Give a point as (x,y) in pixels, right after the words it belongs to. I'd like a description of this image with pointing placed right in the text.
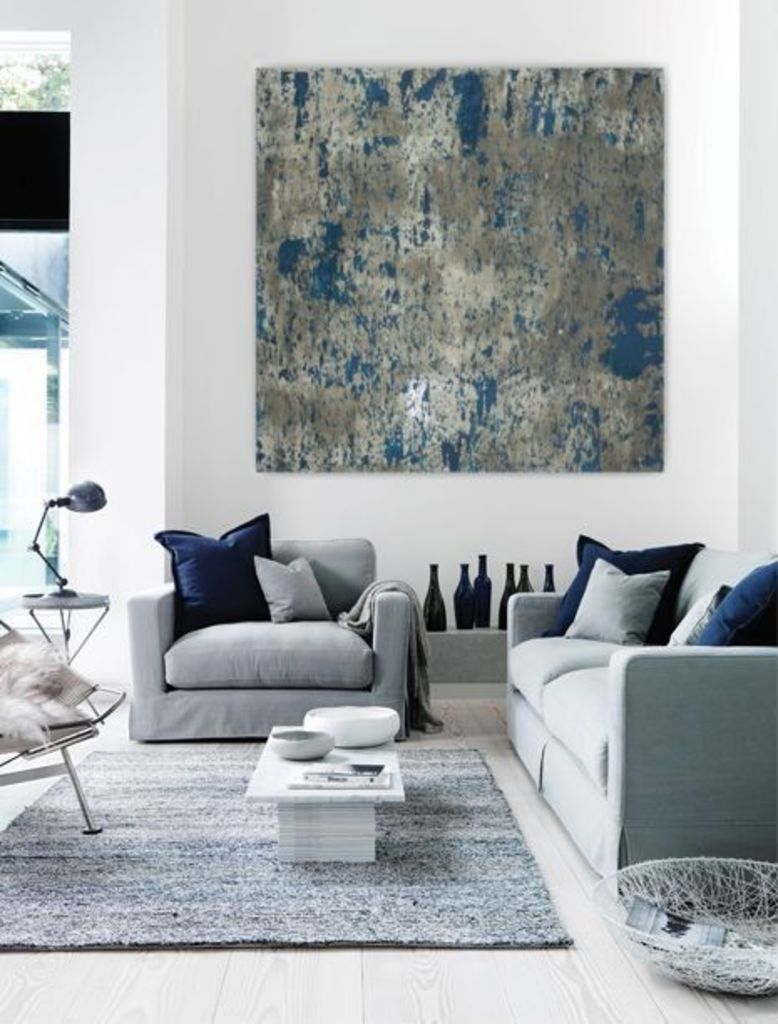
This picture is clicked inside the room (524,722). Here, we see sofa (601,673) with cushions (622,634) on it. In front of that, we see a table (334,837) on which book (316,780) and bowl (341,708) are placed. Behind the sofa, we see many glass bottles (482,583) and a wall (226,317) on which a board (447,133) with multiple colors are placed on it and on the left corner of the picture (84,490), we see lamp (84,490).
